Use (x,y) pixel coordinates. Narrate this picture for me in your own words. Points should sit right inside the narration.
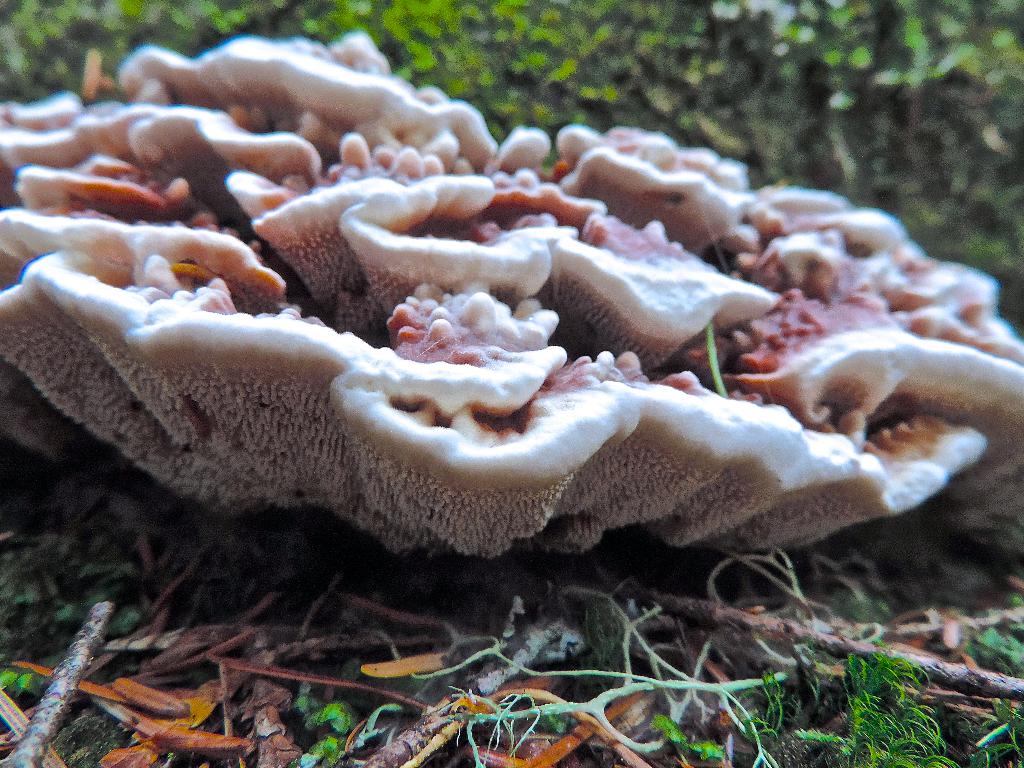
In this image, we can see some mushrooms (838,244) on the ground (422,585).
